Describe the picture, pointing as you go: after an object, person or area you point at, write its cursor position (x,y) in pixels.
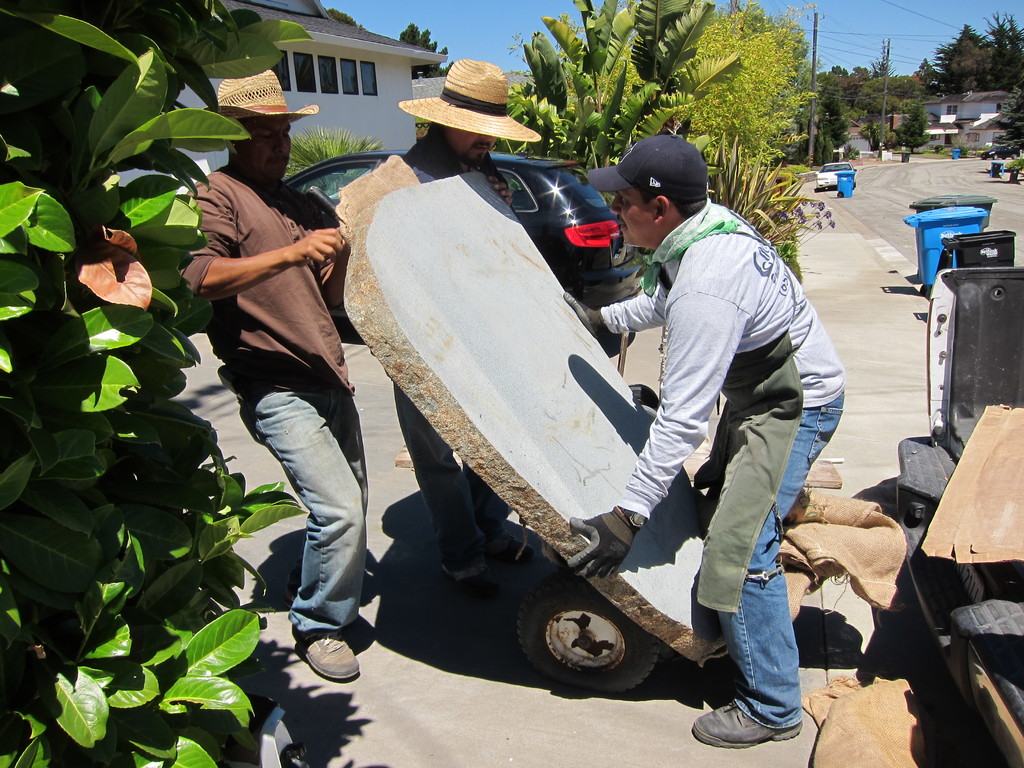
In this picture I can see there are few people (720,582) carrying a object (540,432) and there are some plants (125,469), trees (752,143), a pole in the backdrop (664,52) and there are trees (736,126) and the sky (457,22) is clear.
